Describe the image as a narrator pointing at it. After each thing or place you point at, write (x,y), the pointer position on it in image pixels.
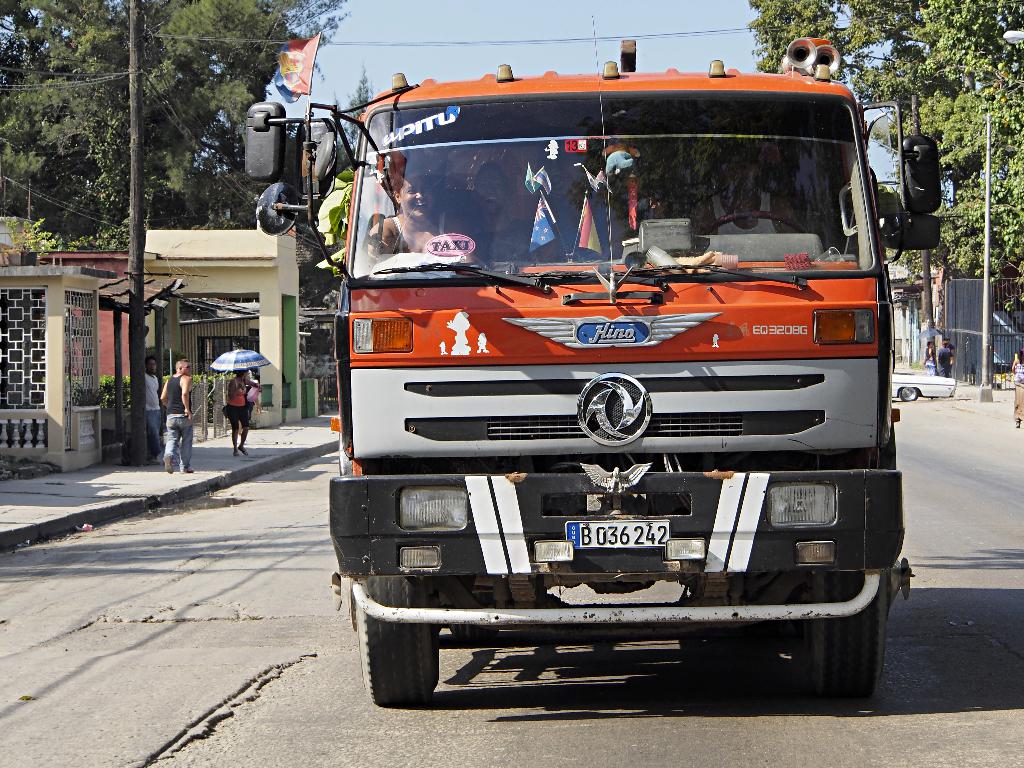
In the background (536,38) we can see the sky (599,14). On either side of the road (987,642) we can see trees (294,7) and people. In this picture we can see a vehicle (752,570) on the road (665,733). Through the glass (705,207) we can see objects (623,158) and people (755,222). On the left side of the picture (180,341) we can see houses (183,342). At the bottom (937,665) we can see the shadow (948,646) of a vehicle (645,176).
